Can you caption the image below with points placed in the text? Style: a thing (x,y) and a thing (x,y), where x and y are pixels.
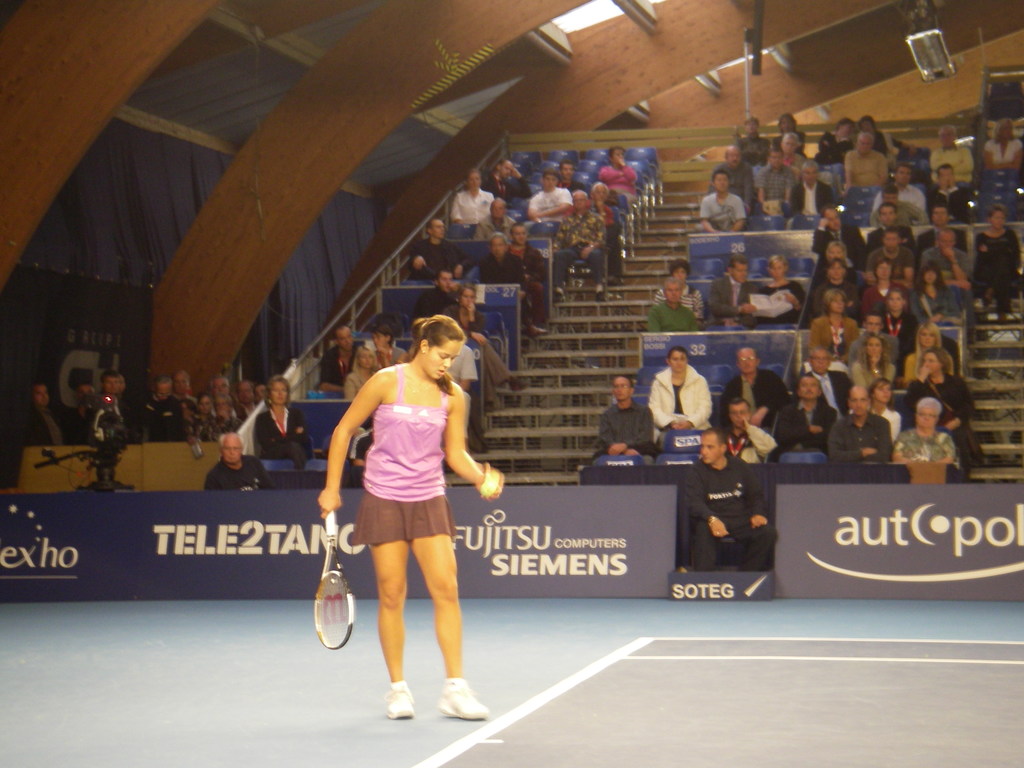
I can see in this image a group of people (532,291) among them a woman (402,451) is holding a ball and a bat (330,606) in her hand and standing on the ground (511,701). In the background (572,235) a group of people (577,216) are sitting on chair (537,226).
